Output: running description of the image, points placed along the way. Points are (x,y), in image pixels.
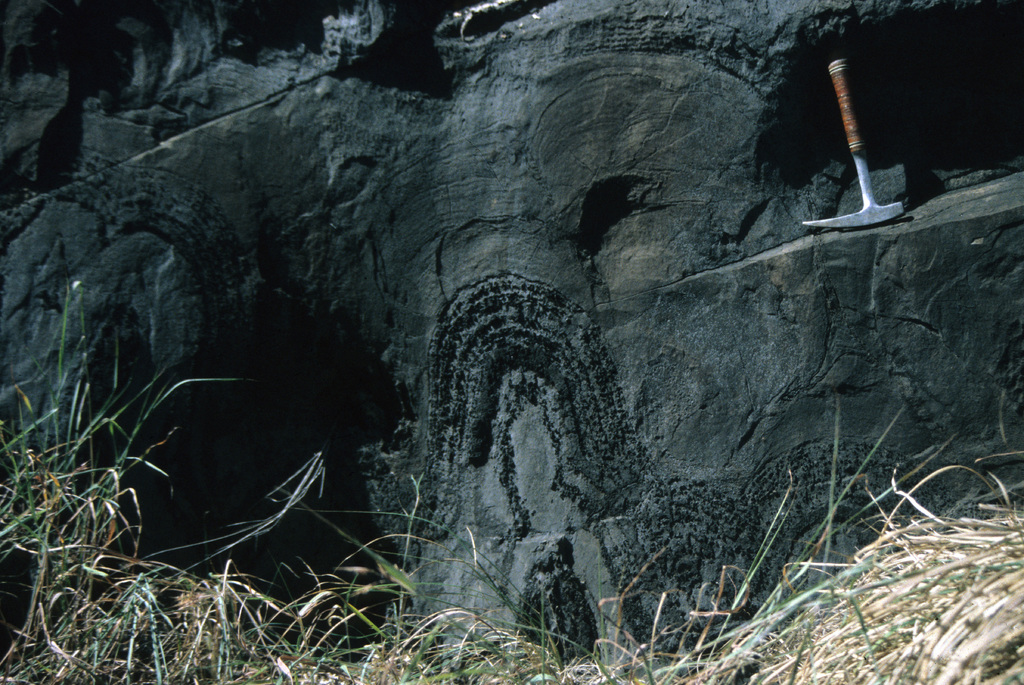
It looks like a hill (413,331), on the right side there is an instrument (864,189), at the bottom (861,627) there is the grass (900,601).
